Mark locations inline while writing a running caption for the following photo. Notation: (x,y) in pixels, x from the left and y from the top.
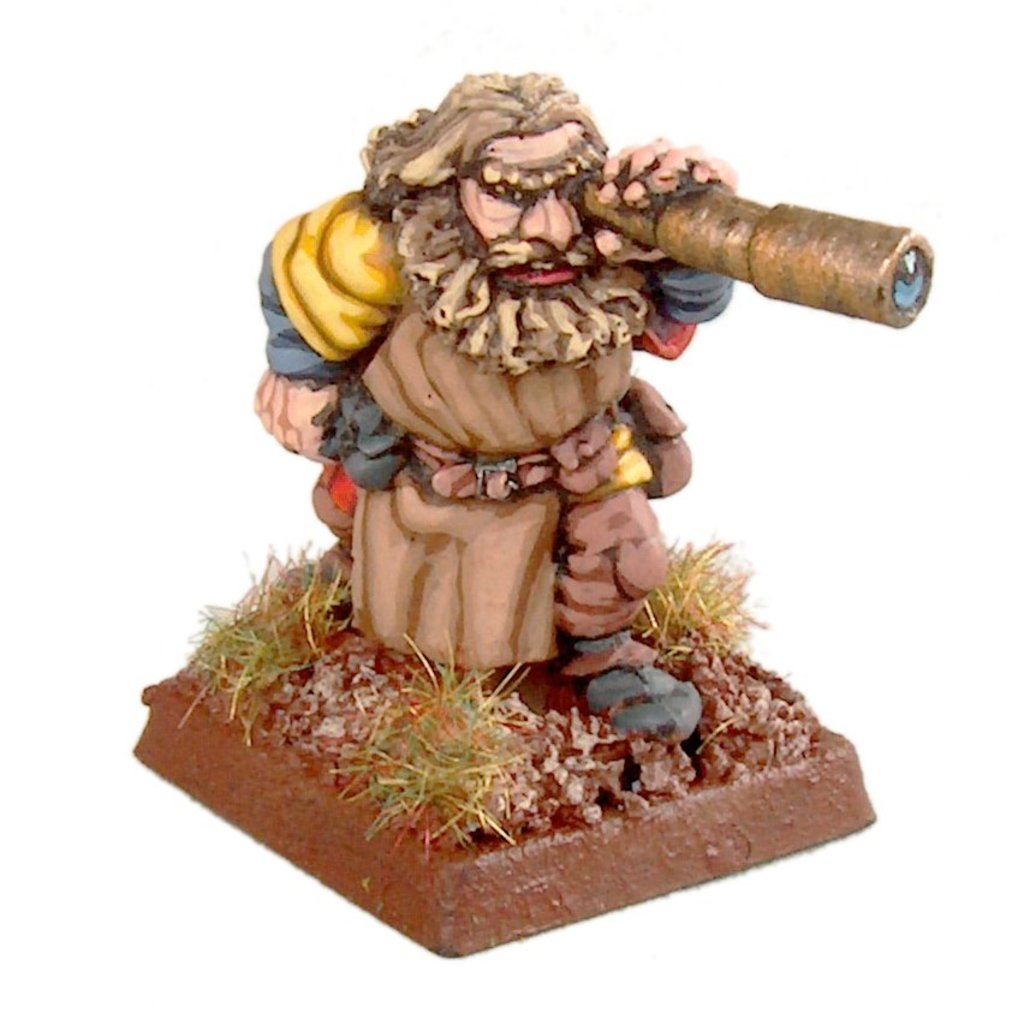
In this image we can see a depiction of a man (552,578).
